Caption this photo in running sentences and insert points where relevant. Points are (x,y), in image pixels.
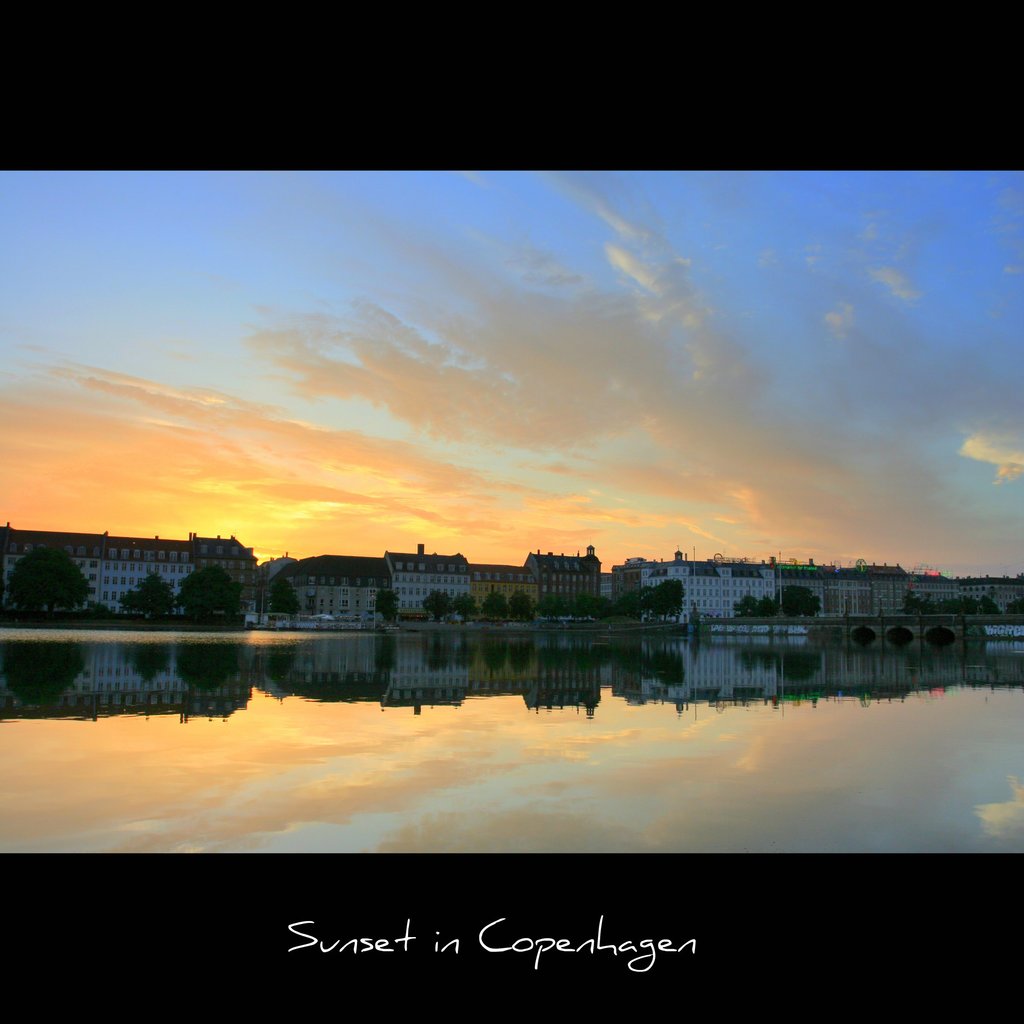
In this picture I can see the water (482,746) in front (84,661) and in the background (109,589) I can see number of buildings (94,581) and trees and I see the sky (413,346). On the bottom of this picture (494,933) I see something is written.
